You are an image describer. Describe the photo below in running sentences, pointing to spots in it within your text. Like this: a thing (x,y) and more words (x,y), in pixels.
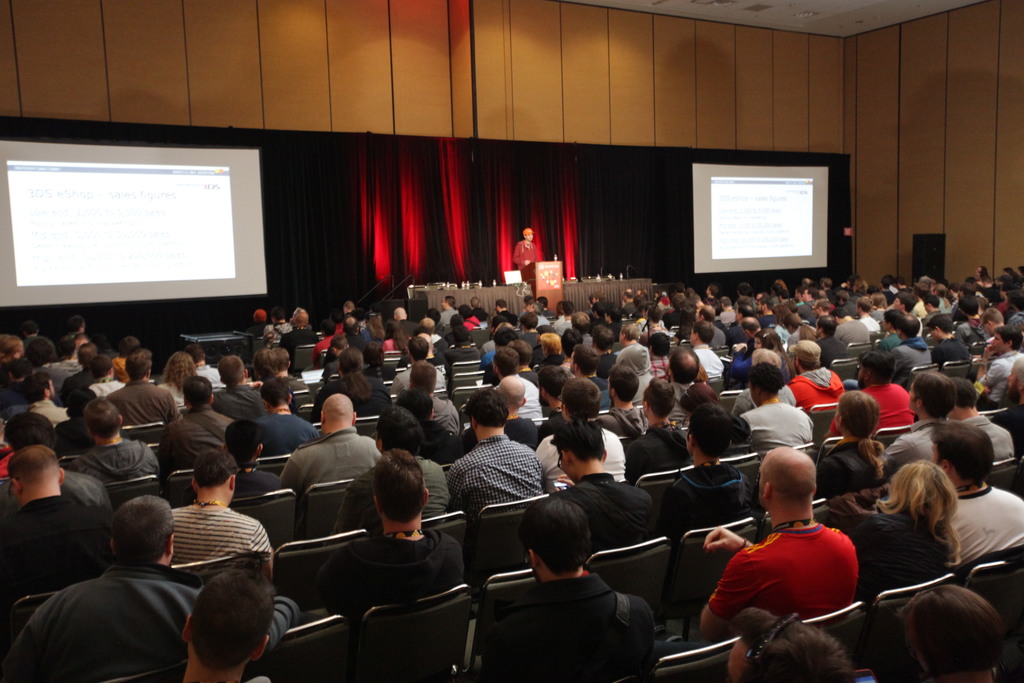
In this image, we can see a group of people (562,454). Few are sitting on the chairs (494,589). Here a person (528,256) is standing near the podium (550,274). Background (372,214) we can see curtains (670,239), screens (114,257) and wall (636,93). Top of the image (837,23), there is a roof (805,24).
